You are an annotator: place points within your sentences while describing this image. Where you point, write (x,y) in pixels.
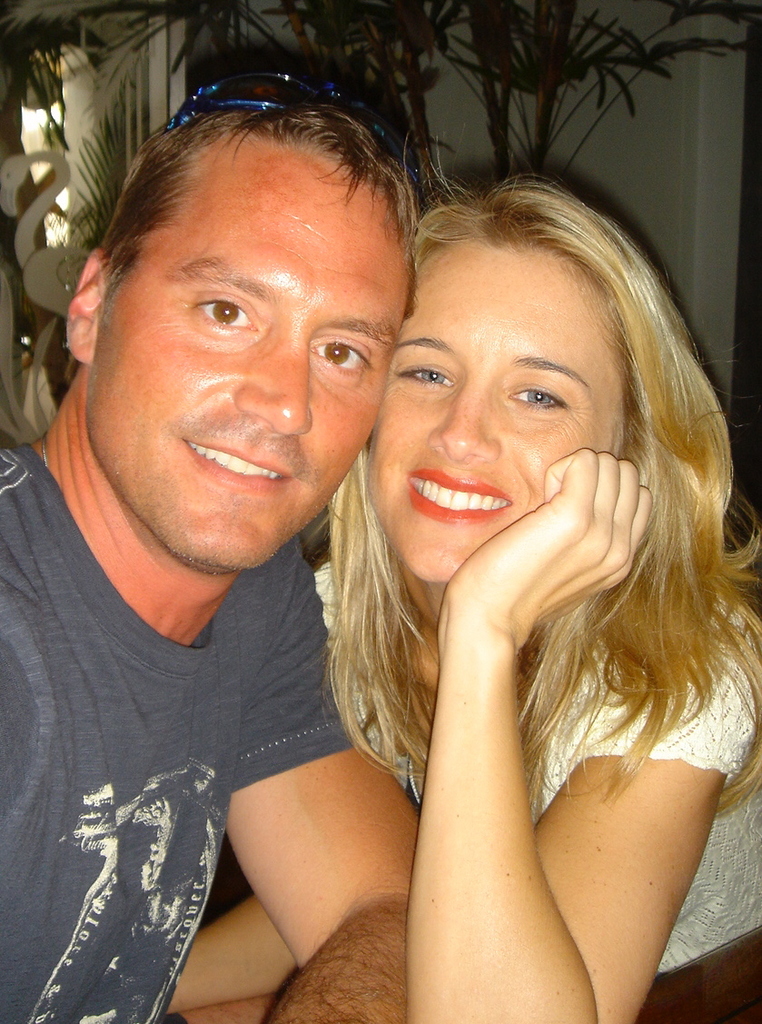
In this image we can a man (351,253) and a woman (494,244), where man (111,606) is wearing a round neck t shirt (229,602) and woman (631,565) is in white top (681,751). In the background (669,240) we can see white wall (656,119) and plants (492,52). We can also see they both are smiling.
